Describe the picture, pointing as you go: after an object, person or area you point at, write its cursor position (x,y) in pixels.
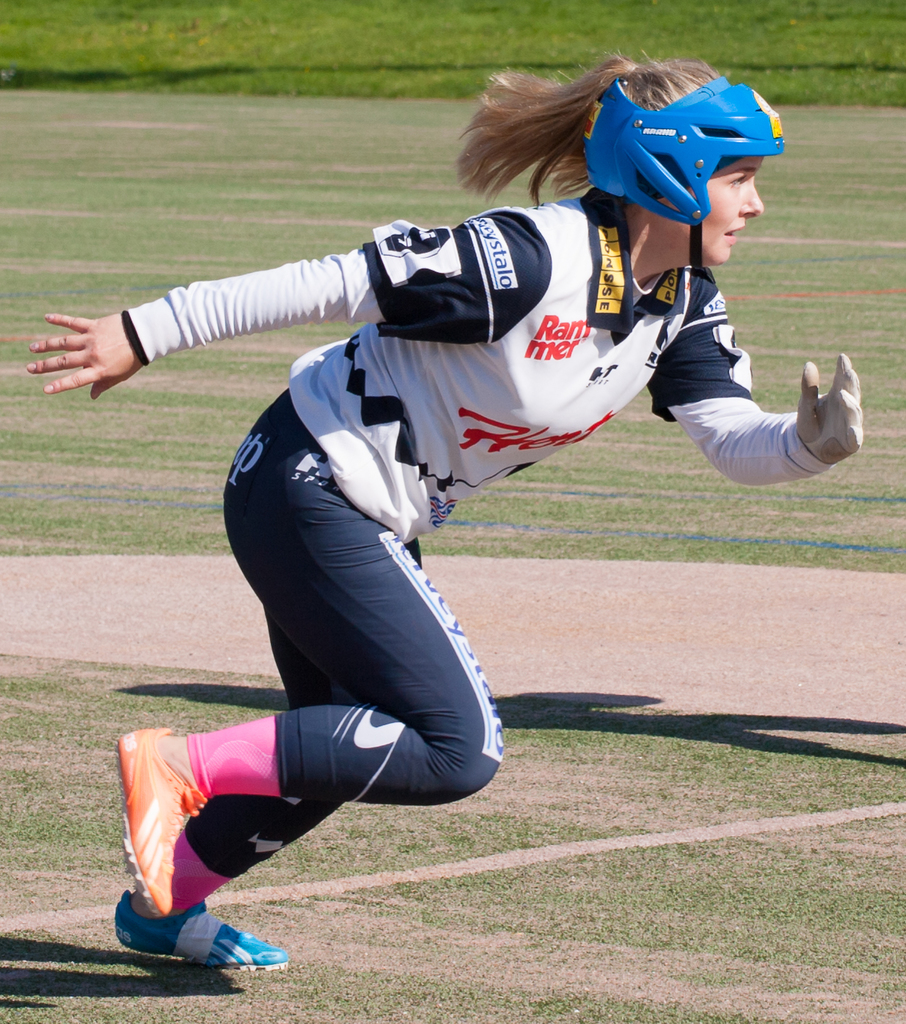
In the image there is a lady (441,300) with a helmet (695,187) on her head (725,182). And she is running. On the ground (516,789) there is grass (334,68).
